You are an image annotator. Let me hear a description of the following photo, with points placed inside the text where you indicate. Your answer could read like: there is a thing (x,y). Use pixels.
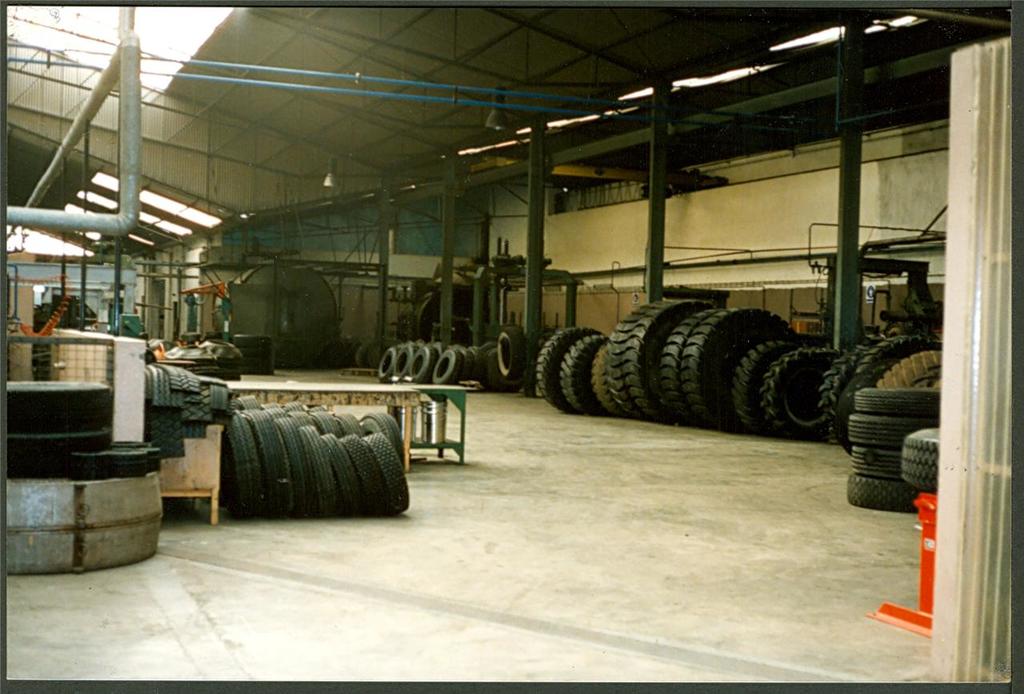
This is an inner view of a shed (335,554). On the left side (238,482), there is a pipe (121,227), there are tires (370,463) arranged, a table (274,392) and other objects (98,344). On the right side (935,434), there are tires (938,374) arranged, there are pillars (443,254) connected to a roof (161,27) and there is a pipe (558,274) attached to a wall (695,241). In the background (676,213), there are machines (498,300) and there is a wall (279,228).
